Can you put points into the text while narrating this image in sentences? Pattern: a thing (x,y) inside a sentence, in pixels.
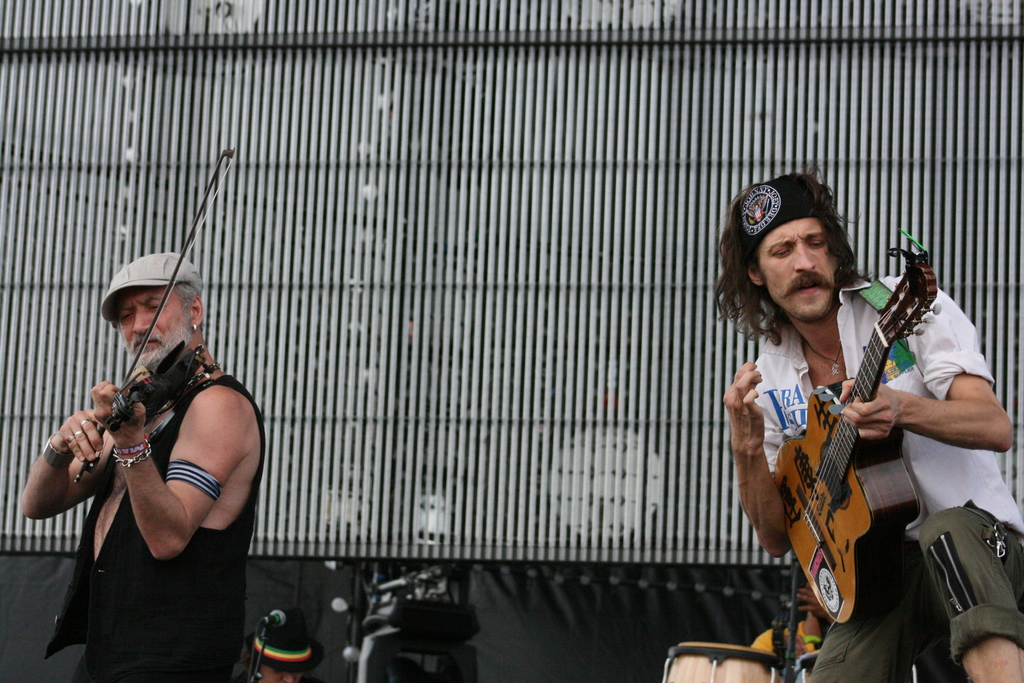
The image consists of two men (889,376) playing violin (194,367) and guitar (838,546), in background (718,657) there is drums (723,669).
